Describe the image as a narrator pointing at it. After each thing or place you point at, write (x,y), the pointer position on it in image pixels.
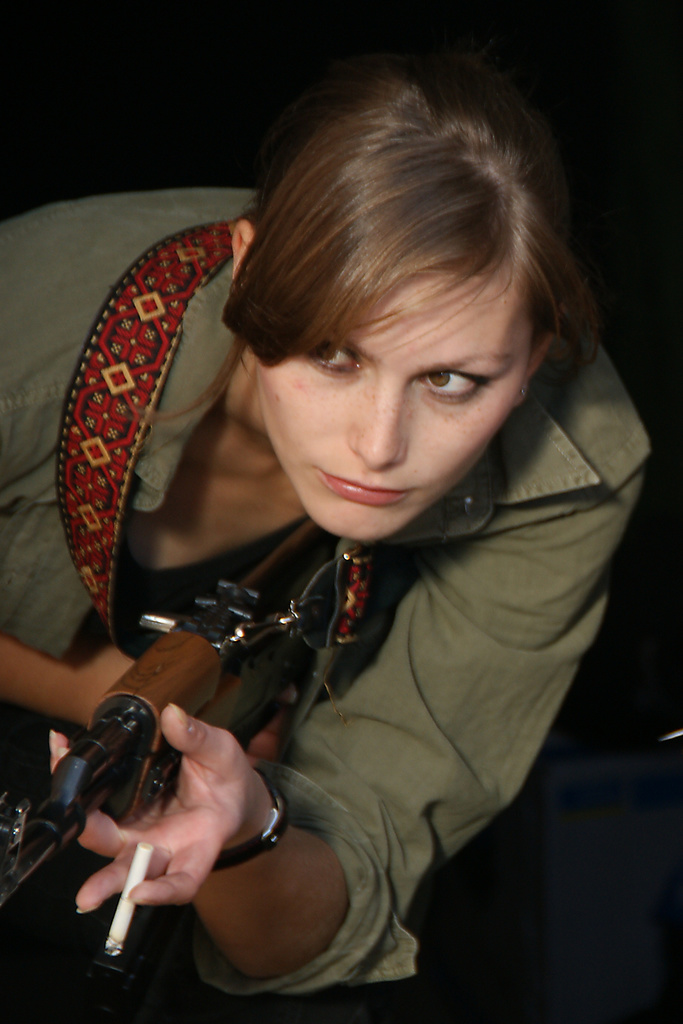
In this picture we can see a woman (446,740) wore a watch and holding a gun (8,892), cigarette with her hand (183,732) and in the background (620,331) it is dark.
